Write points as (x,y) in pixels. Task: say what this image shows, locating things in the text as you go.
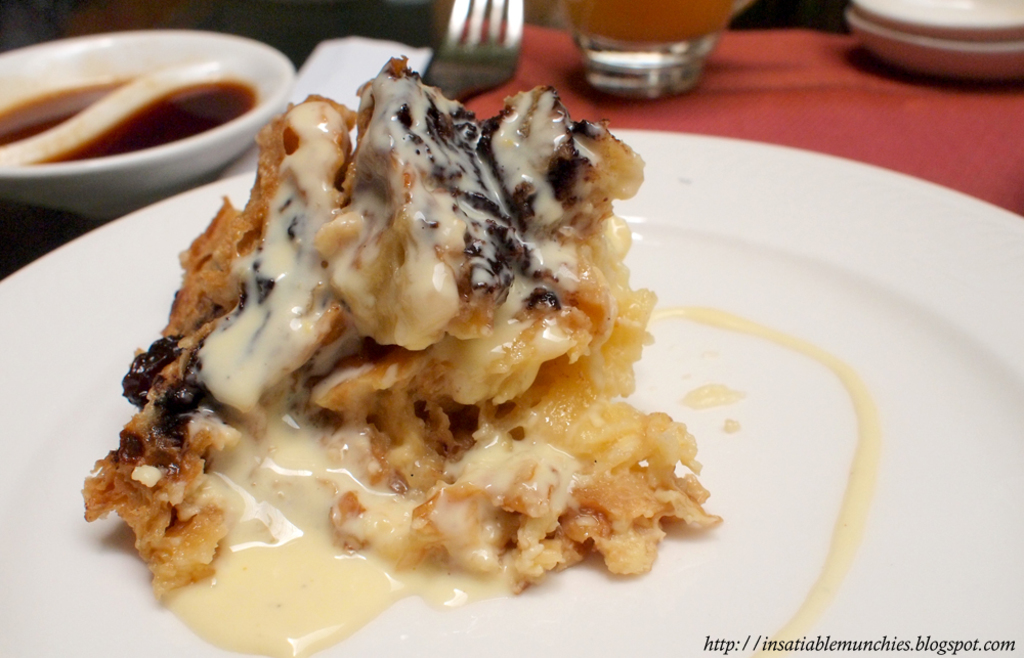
In this picture I can see food items (540,368) on the plate (676,633) and in a bowl (232,150), there is a spoon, a fork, a glass (720,13) and an object (913,2) on the table (1012,98), and there is a watermark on the image.
